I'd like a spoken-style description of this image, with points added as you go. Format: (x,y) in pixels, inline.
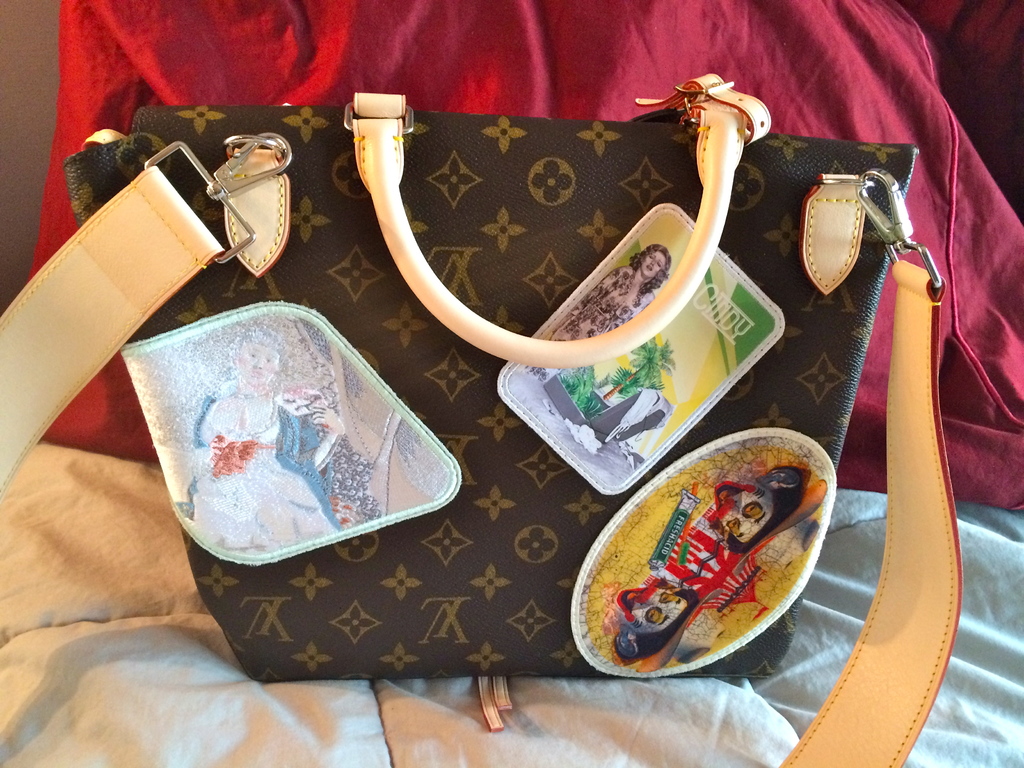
in this picture we can see a hand bag (731,300), and many pictures (692,376) on it, and at beneath there is a white color cloth (224,700).
